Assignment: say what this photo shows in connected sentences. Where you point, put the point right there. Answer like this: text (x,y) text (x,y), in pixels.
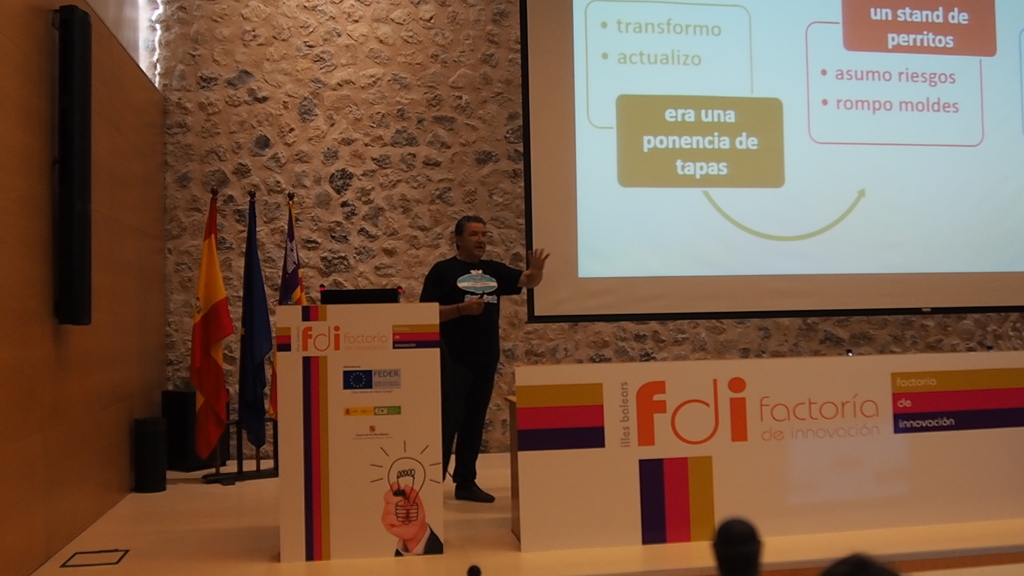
In this picture I can observe a man (467,326) standing near the podium (429,366). On the left side (216,238) I can observe three flags (226,333). On the right side (746,201) there is a projector display screen (662,140). In the background (401,176) there is a wall (315,114).
